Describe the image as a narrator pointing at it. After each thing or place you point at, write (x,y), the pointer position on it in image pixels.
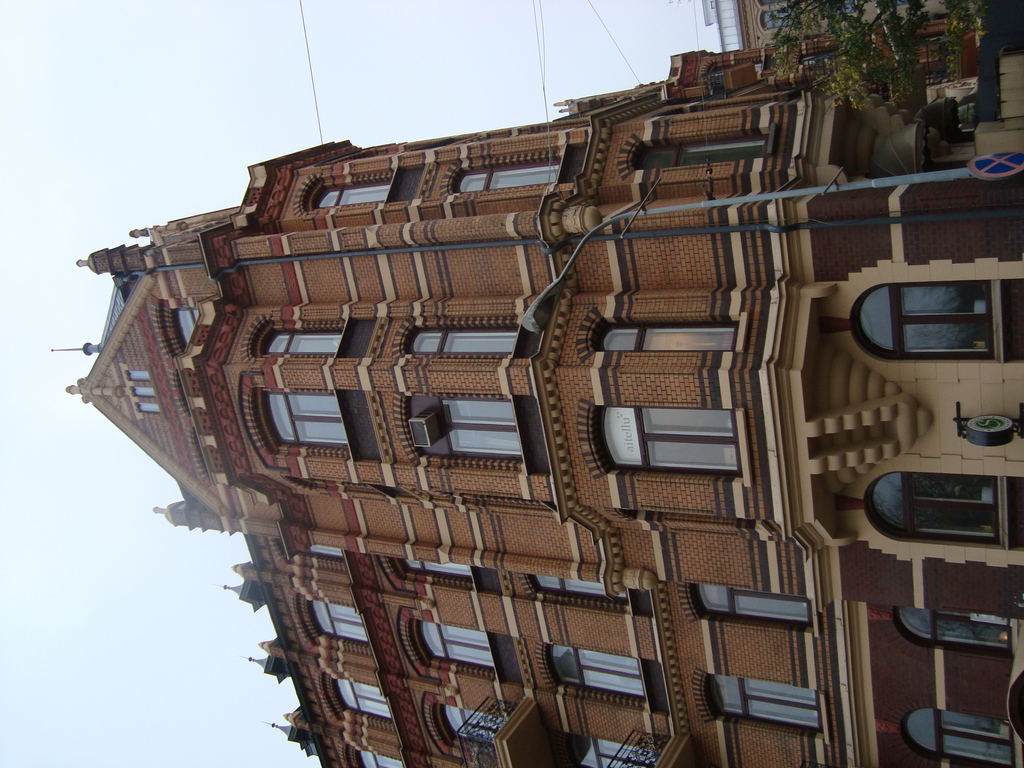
In the image we can see there is a building (561,463) and there are windows (564,645) on the building (534,408). There is a clear sky (12,403).
